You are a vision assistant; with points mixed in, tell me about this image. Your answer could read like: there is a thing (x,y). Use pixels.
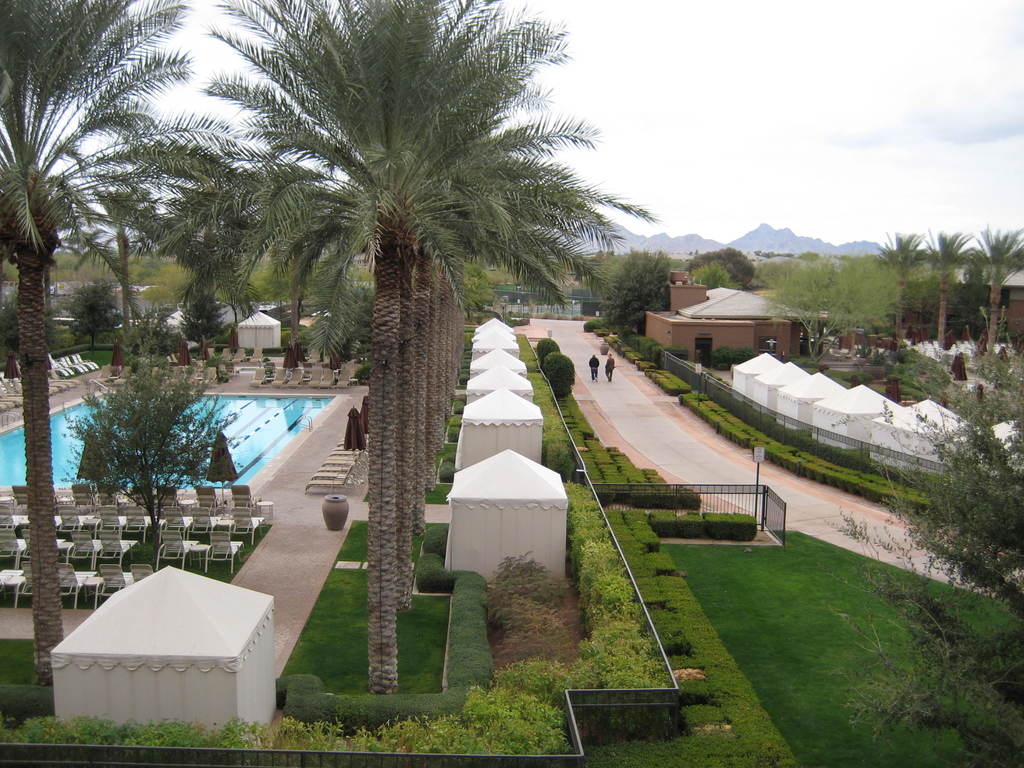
In the picture we can see a resort (89,568) with some grass surfaces (74,597) with plants (479,635), trees (160,518) on it and near to it, we can see some chairs (172,525) and swimming pool (89,412) and around it we can see some small tents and besides it we can see a path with two persons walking and in the background (637,330) we can see trees (736,276), hills (609,250) and sky (731,204) with clouds (731,204).
